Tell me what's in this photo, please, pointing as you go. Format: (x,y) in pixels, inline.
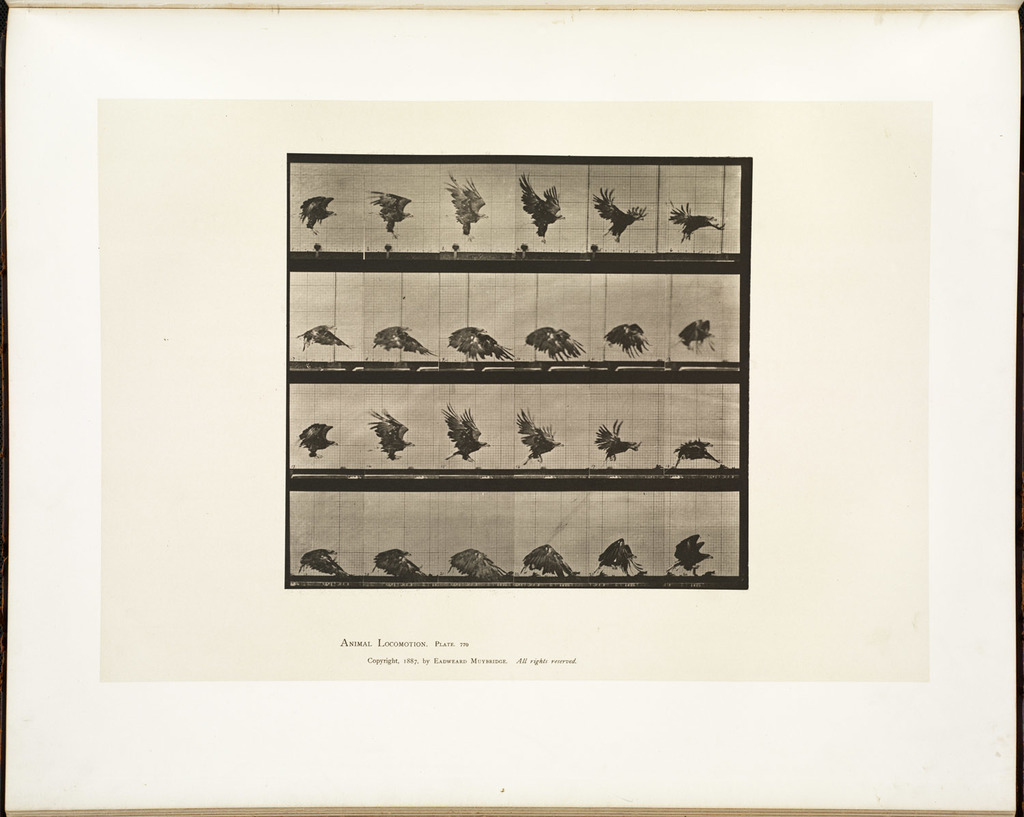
In this image I can see the white colored background (199,521) and the black and white collage picture (351,216) of bird (392,193) flying in the air and standing on the ground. I can see something is written to the bottom of the image (451,640).
